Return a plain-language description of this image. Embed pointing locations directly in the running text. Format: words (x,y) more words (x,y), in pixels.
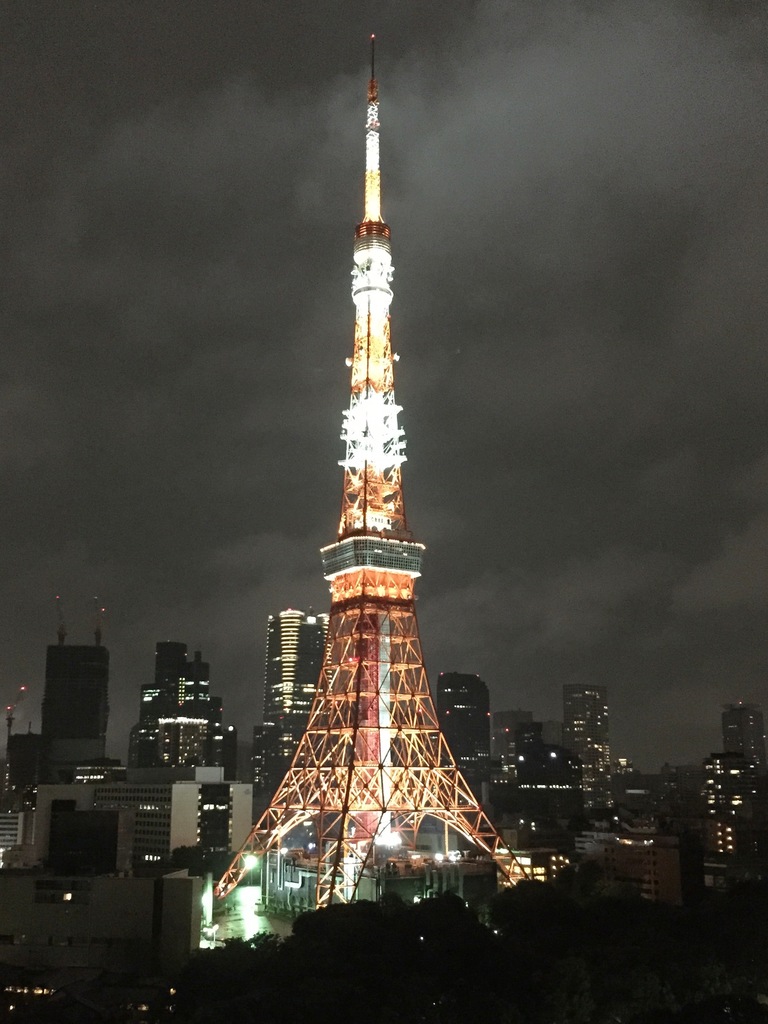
This picture is taken during night and I can see a tower (359,406) and buildings (563,854) in the middle (409,668) and I can see lights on the tower (396,726) at the top (308,138) I can see the sky (258,143).
